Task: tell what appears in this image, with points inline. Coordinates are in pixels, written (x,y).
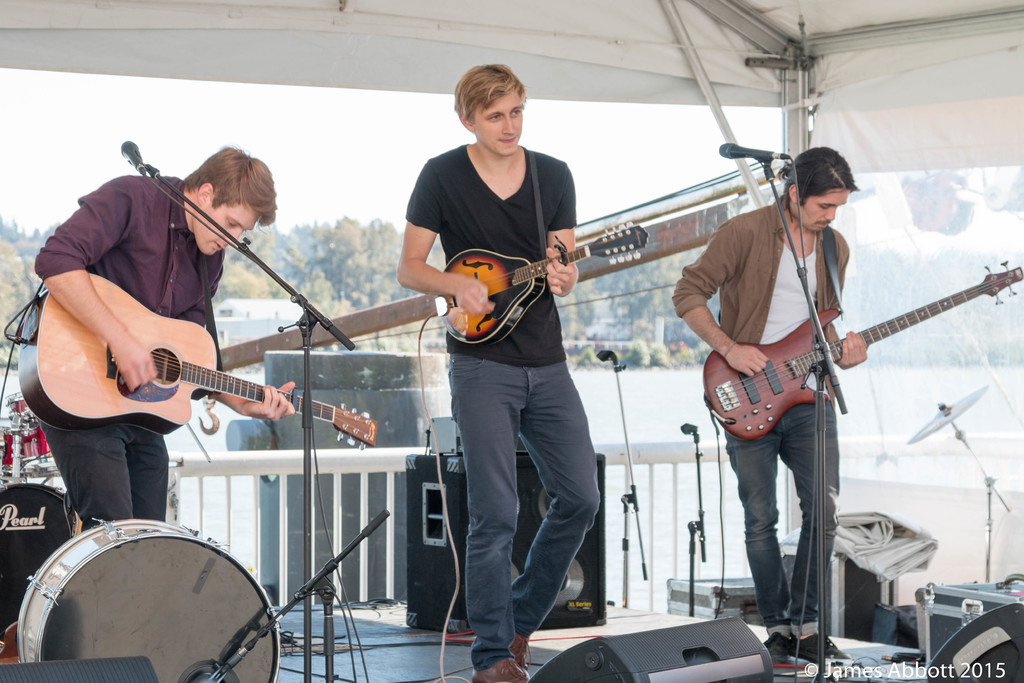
In this picture there were three persons (521,390) performing on the stage (615,632). All of them are holding instruments (794,337). In the middle (553,365), he is wearing black T shirt (486,219), blue jeans (551,418) and brown shoes (526,652). In the right side (767,305) he is wearing brown shirt (716,242), blue jeans (749,471), black shoes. In the left (181,265), person (182,250) is wearing maroon shirt (54,241), black jeans (159,478). There is a drum (50,626) before him. In the background (308,235), there were trees (349,243) and white sky (317,151).
